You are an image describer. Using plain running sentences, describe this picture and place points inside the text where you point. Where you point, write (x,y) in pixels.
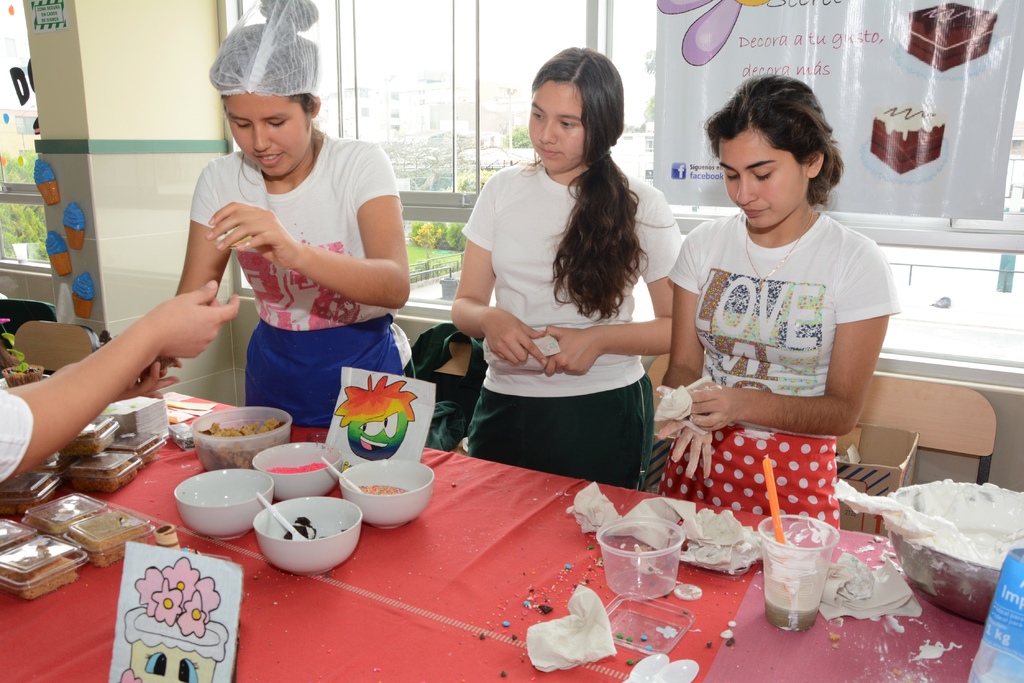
In this image we can see women (387,193) standing on the floor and a table (177,457) is placed in front of them. On the table (394,552) we can see serving bowls (333,513) with food (299,468) in them, disposable tumblers (612,564), food (120,511) packed in the cartons (45,508) and decor plants (19,355). In the background (877,114) there are advertising (861,116) and decor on the wall (153,294), chairs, cardboard carton (857,468) on the chair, buildings (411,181), trees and sky (451,40).
